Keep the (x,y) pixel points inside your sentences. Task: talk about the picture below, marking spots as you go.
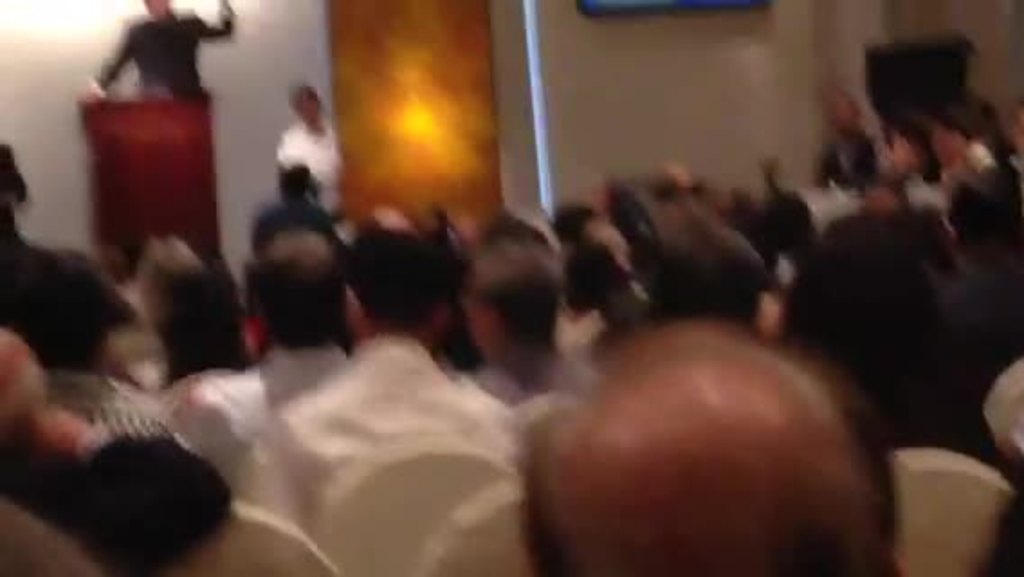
In the center of the image (358,241) we can see a group of people (563,341) are sitting on the chairs (248,511). On the left side of the image (168,21) we can see a man (161,54) is standing in-front of podium (174,126). In the background of the image (527,90) we can see some persons (301,141), wall (505,72), light (459,97), pole (534,68).
